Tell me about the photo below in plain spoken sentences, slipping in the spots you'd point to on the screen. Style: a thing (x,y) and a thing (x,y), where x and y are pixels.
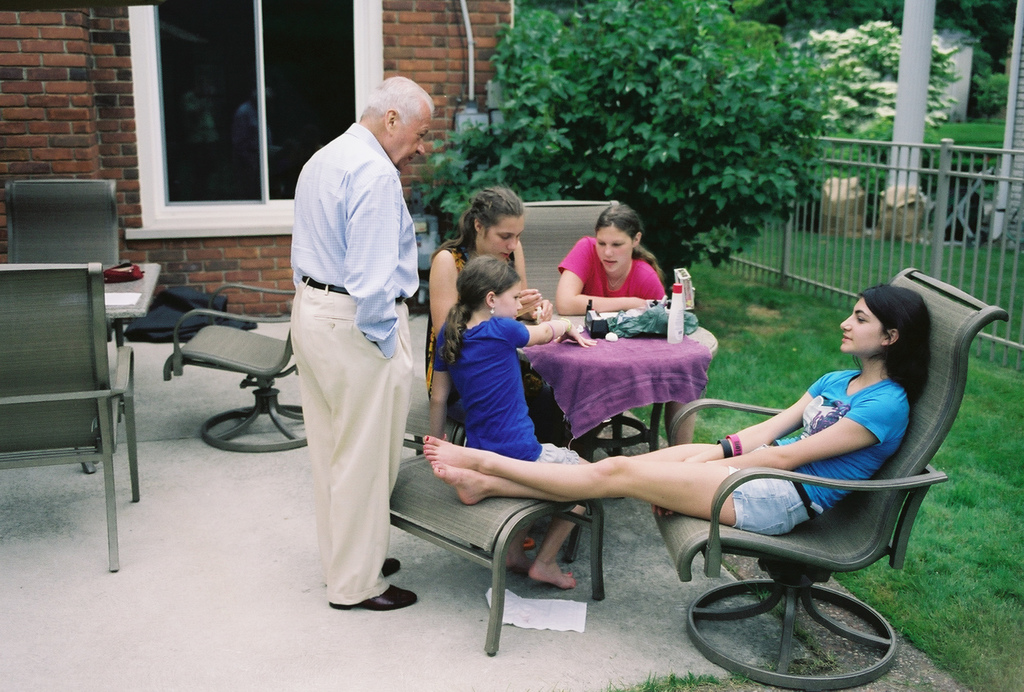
This is a picture taken in the outdoors. It is sunny. There are group of people (604,481) sitting on a chair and the man (347,430) is standing on the floor (315,612) in front of this people (650,474) there is a table (589,403) on the table (607,376) there are some items (621,322). Background of this people (622,307) is trees (642,87) and building (267,75).
